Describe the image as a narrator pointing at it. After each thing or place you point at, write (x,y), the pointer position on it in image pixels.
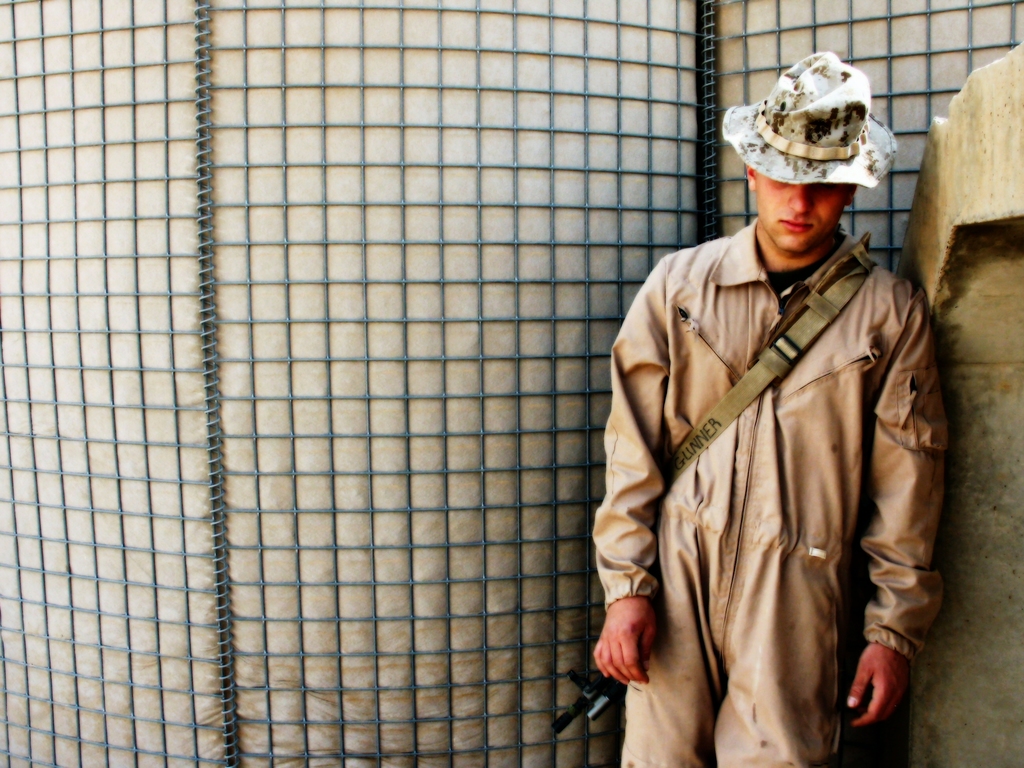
In this image, we can see a person (719,410) is wearing a hat (790,156). On right side (980,534), we can see a wall (971,503). Background (410,586) there is a grill (449,510) and cloth (405,574).
